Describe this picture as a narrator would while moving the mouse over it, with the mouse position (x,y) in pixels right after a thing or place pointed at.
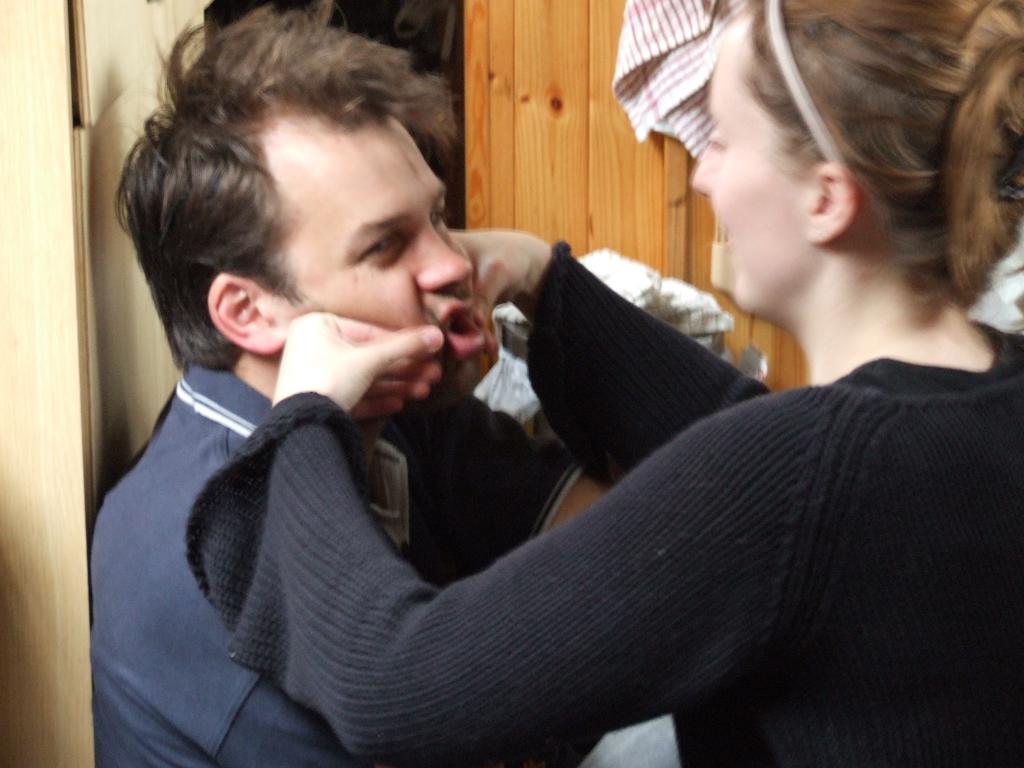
In this image we can see a man (361,263) and a woman (863,594). In the background (625,285), we can see clothes (607,258) and a wooden object (539,97).
